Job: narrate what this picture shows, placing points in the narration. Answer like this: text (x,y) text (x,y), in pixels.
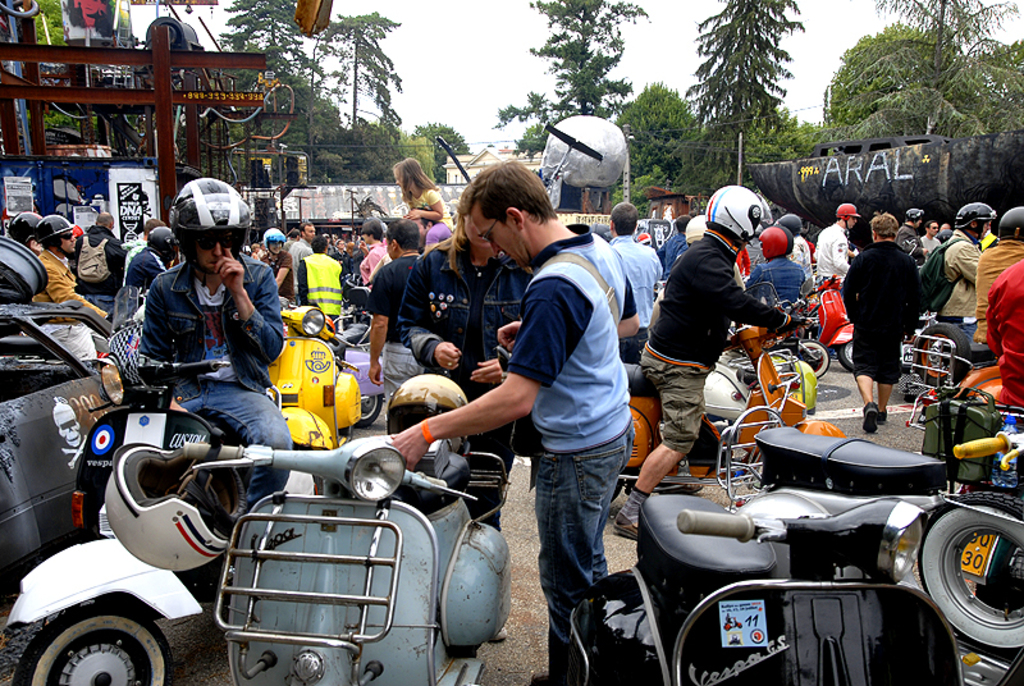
This is the picture of a place where we have some people (714,293) on the bikes (299,380) and some other people (522,289) standing and there are some trees (386,92), plants (66,124), transformers (66,92) and some other things (81,89) and also we can see the sky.
